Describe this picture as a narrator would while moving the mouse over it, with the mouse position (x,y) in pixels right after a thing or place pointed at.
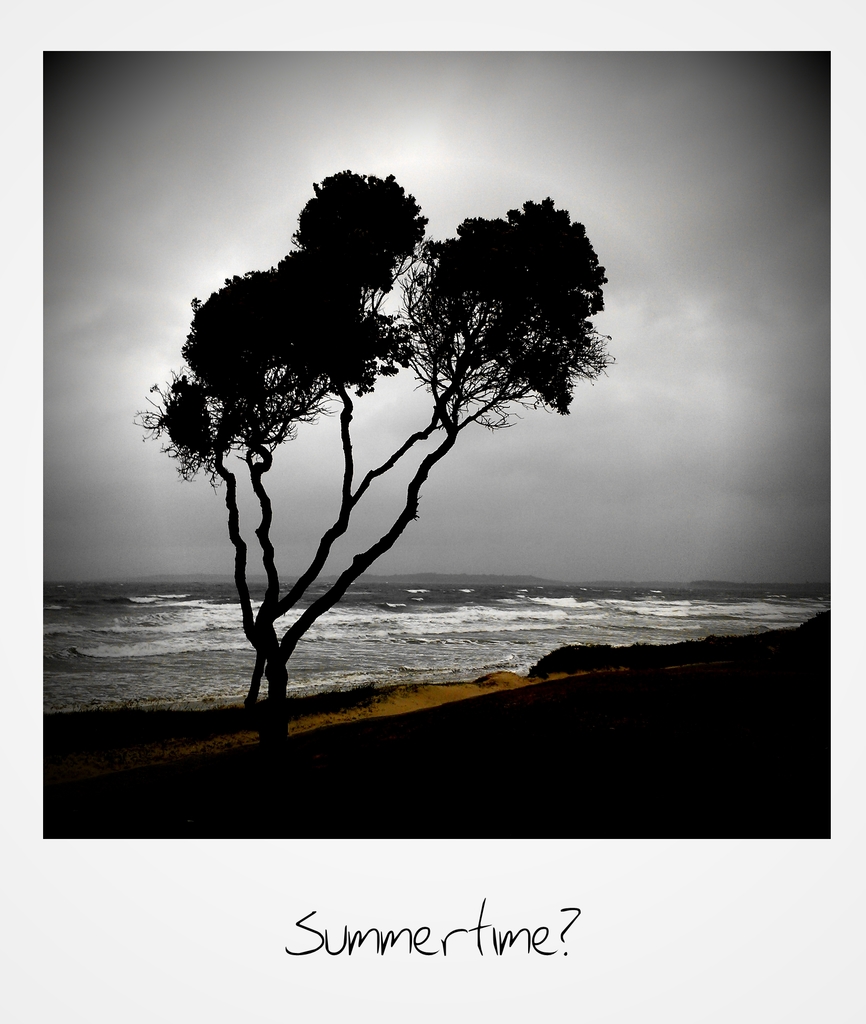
In this image I can see in the middle (559,395) it looks like there are trees (262,537). In the background (391,624) there is water (557,615), at the bottom (301,926) there is the text (503,920). At the top (555,114) there is the cloudy sky (675,281).
